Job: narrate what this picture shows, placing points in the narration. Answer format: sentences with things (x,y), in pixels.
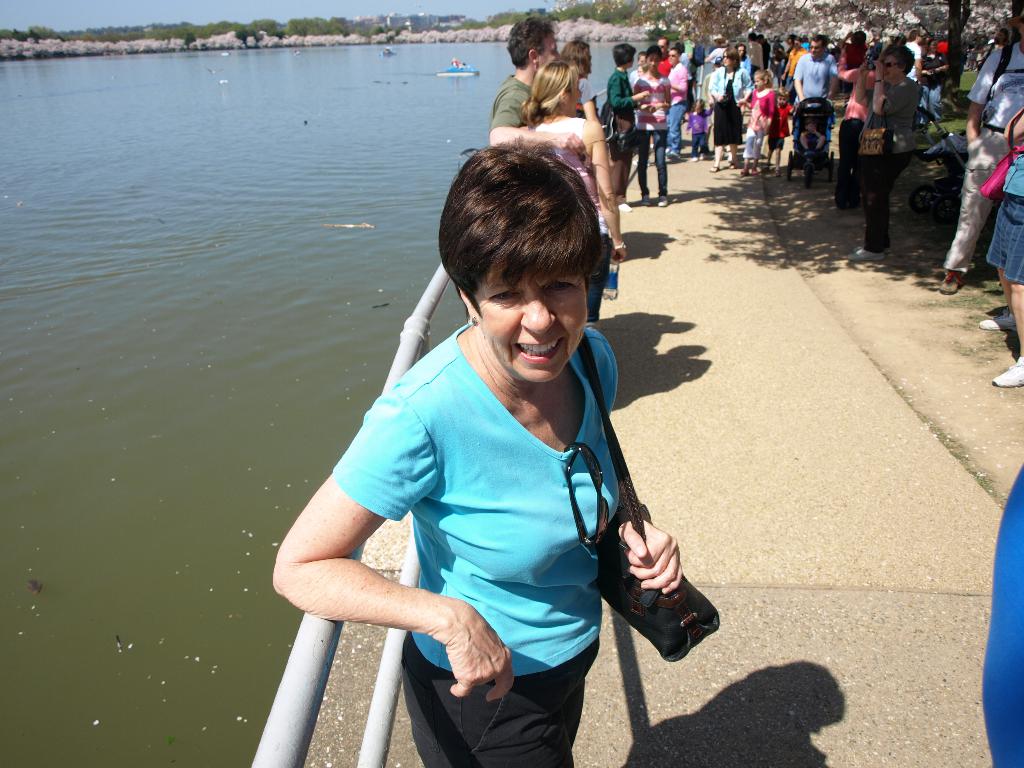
Here we can see people (498,685), rods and water (426,79). Background (991,13) there are trees (406,32) and sky (299,11). These are baby chairs (933,155). Front this woman (334,572) is holding a bag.
